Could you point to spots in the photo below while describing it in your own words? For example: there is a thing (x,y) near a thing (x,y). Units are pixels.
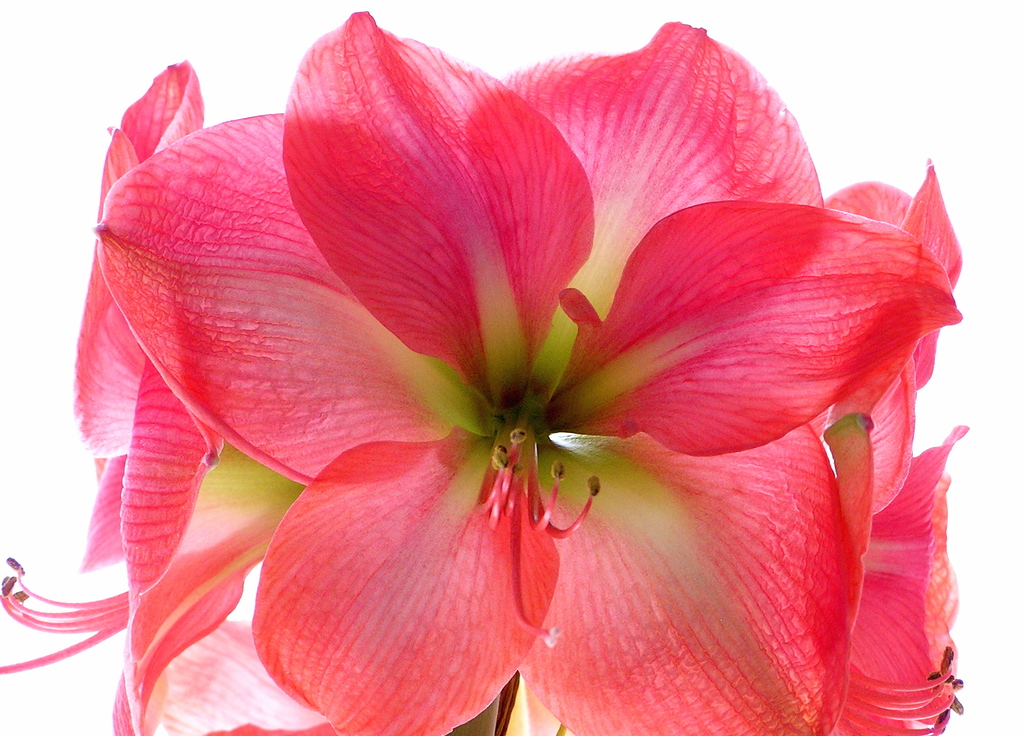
In this image in the foreground (517,201) there are some flowers (440,381).
